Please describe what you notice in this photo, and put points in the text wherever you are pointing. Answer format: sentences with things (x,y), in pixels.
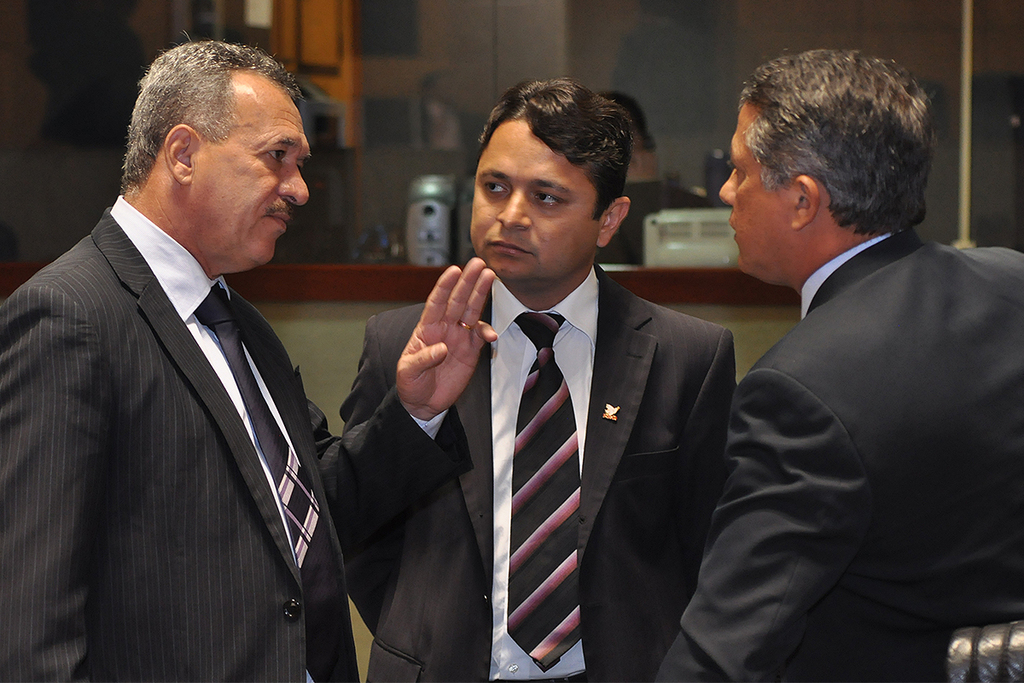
In this picture there are three persons (218,330) standing. At the back (641,186) there is a person (641,189) and there are objects (662,255) and there might be frames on the wall (385,87).
